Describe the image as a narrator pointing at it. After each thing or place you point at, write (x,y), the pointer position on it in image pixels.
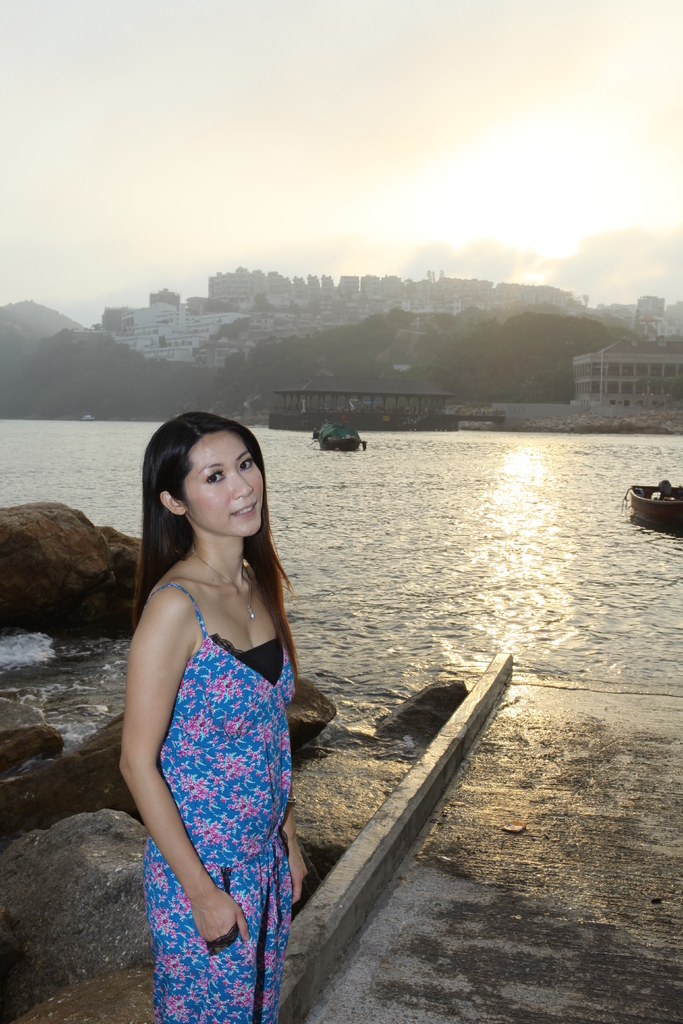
In the center of the image (247,485) there is a woman (171,653) standing on the ground (291,972). In the background (10,771) we can see rocks (18,744), boats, hills (280,374), buildings (325,298), water (502,435), sky (427,190) and clouds (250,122).
